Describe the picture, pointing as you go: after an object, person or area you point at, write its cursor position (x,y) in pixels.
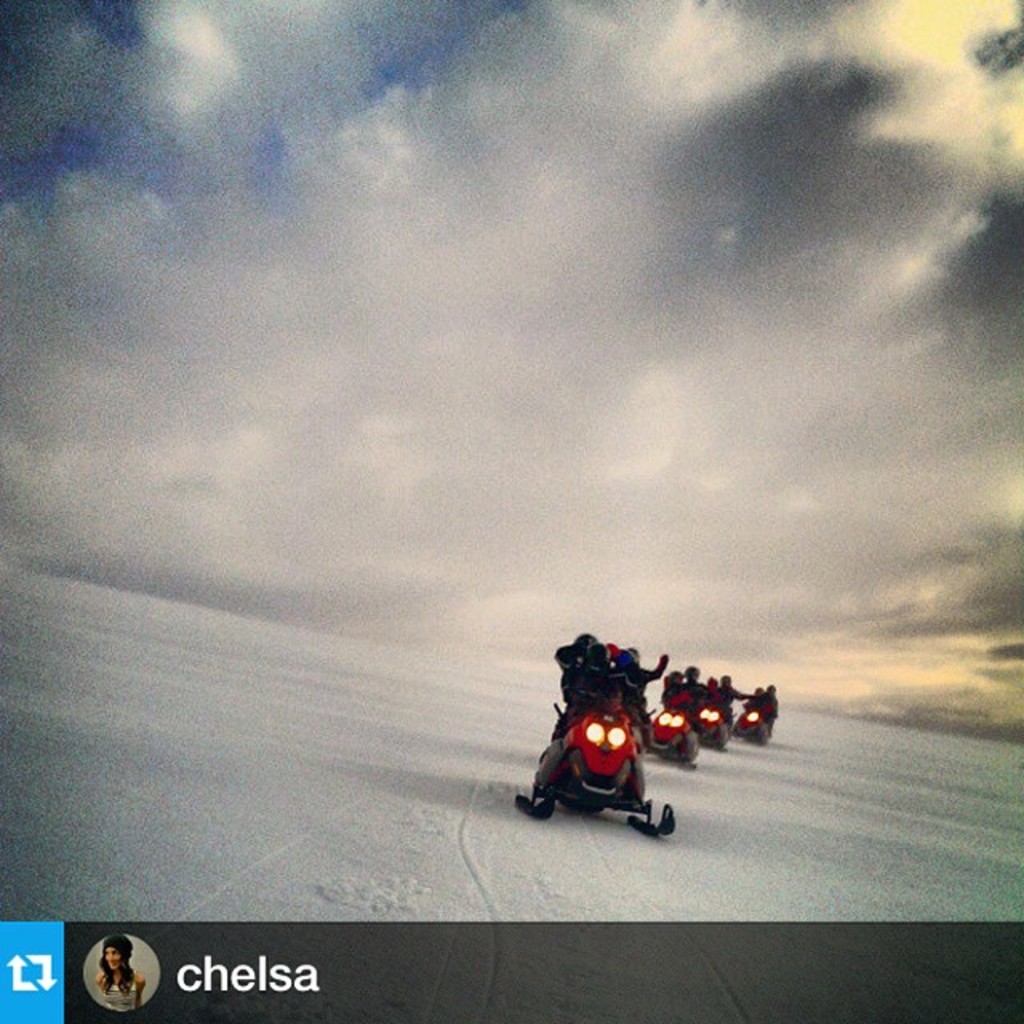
In this picture I see the snow (285,718) on which there are snowmobiles (629,736) and I see few people (628,677) sitting on it. In the background (217,164) I see the sky (827,170) which is cloudy and on the bottom left of this image (134,957) I see the watermark (34,969) and I see a picture (105,974) of woman (108,965).
